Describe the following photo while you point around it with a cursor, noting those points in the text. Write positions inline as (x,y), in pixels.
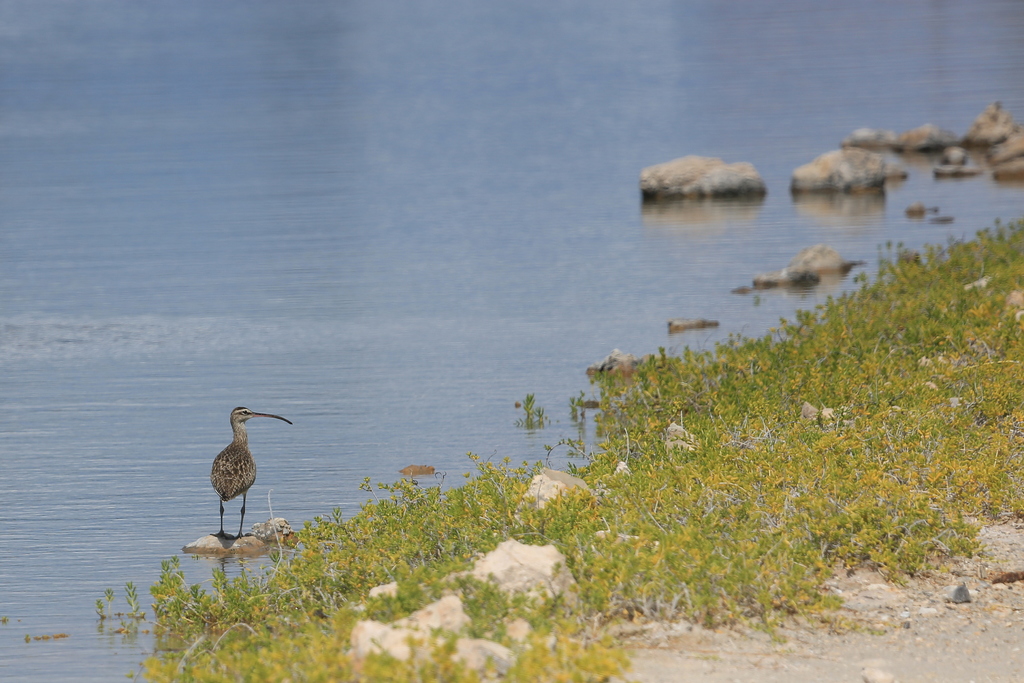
In this image we can see some grass (448,533) and stones (425,622) on right side of the image (738,479) and there is bird (222,510) which is on stone (230,544) and in the background of the image (344,162) there is water (488,166).
